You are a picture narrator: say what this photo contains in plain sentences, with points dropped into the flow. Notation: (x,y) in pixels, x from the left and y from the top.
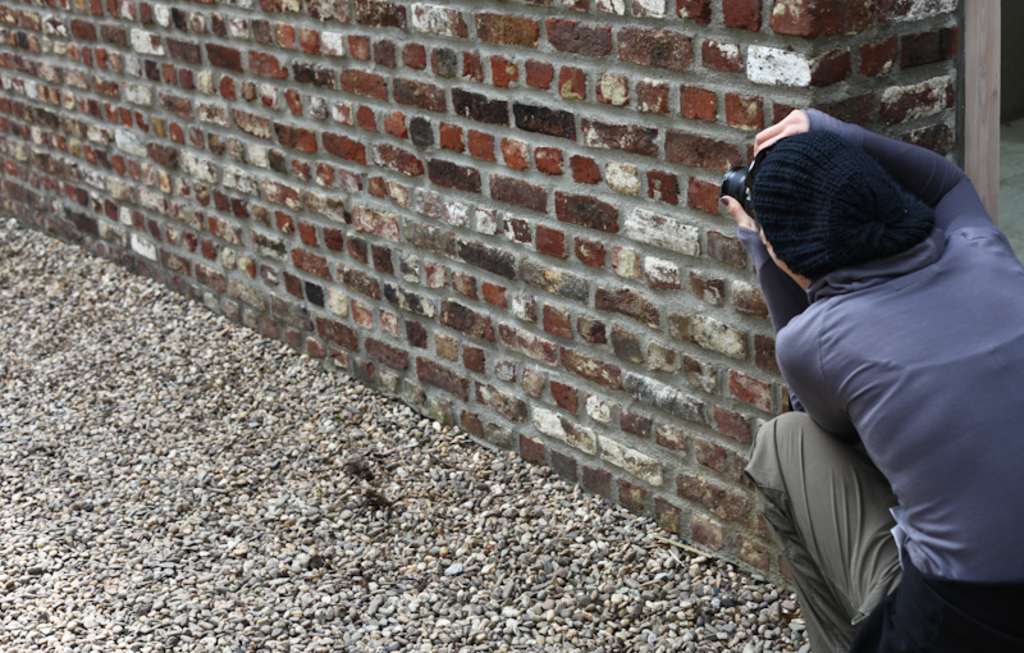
In this image I can see a person (957,434) wearing blue, black and grey colored dress (917,485) is sitting and holding a camera (741,199). I can see small stones (253,449) on the ground (280,480) and the wall (357,134) which is made up of bricks (418,82).
